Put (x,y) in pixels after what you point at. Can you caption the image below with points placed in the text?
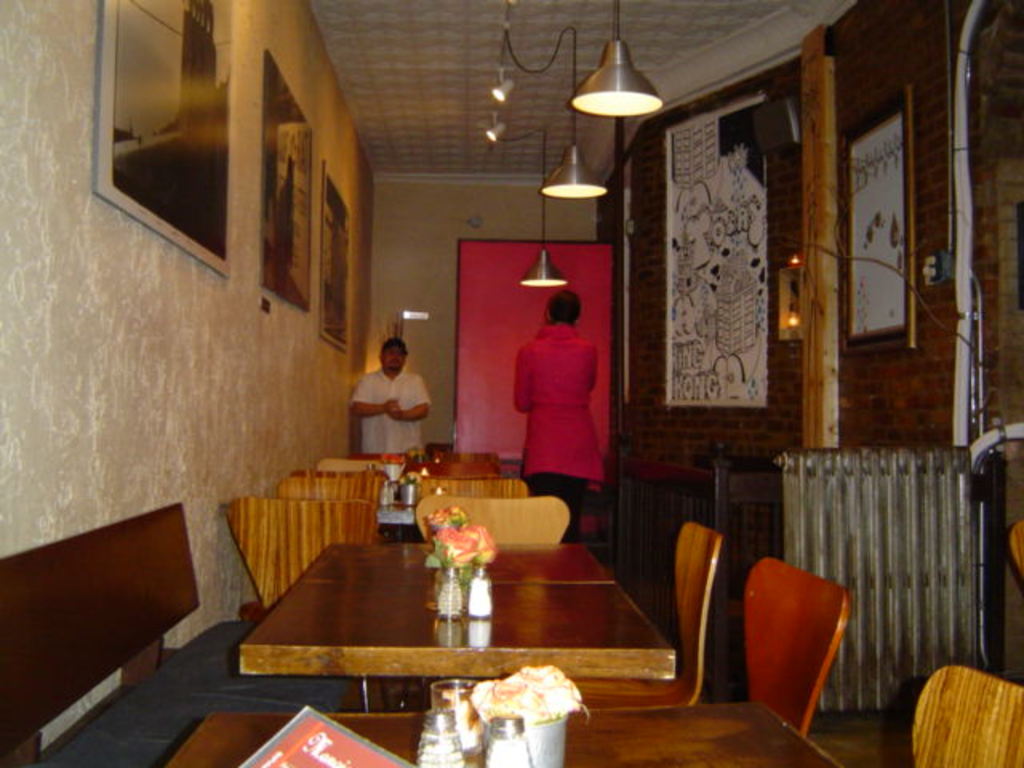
The image is taken in the restaurant (512,494). In the center of the image (397,507) there are tables (391,669). There are two people (556,440) standing in the image. On the left side (286,235) there are wall frames (267,235) which are attached to the wall (216,357). On the right (872,379) there is a brick wall (869,358). At the top (575,192) there are lights (557,186) which are attached to the roof (528,145). In the background (492,258) there is a door (517,341).
